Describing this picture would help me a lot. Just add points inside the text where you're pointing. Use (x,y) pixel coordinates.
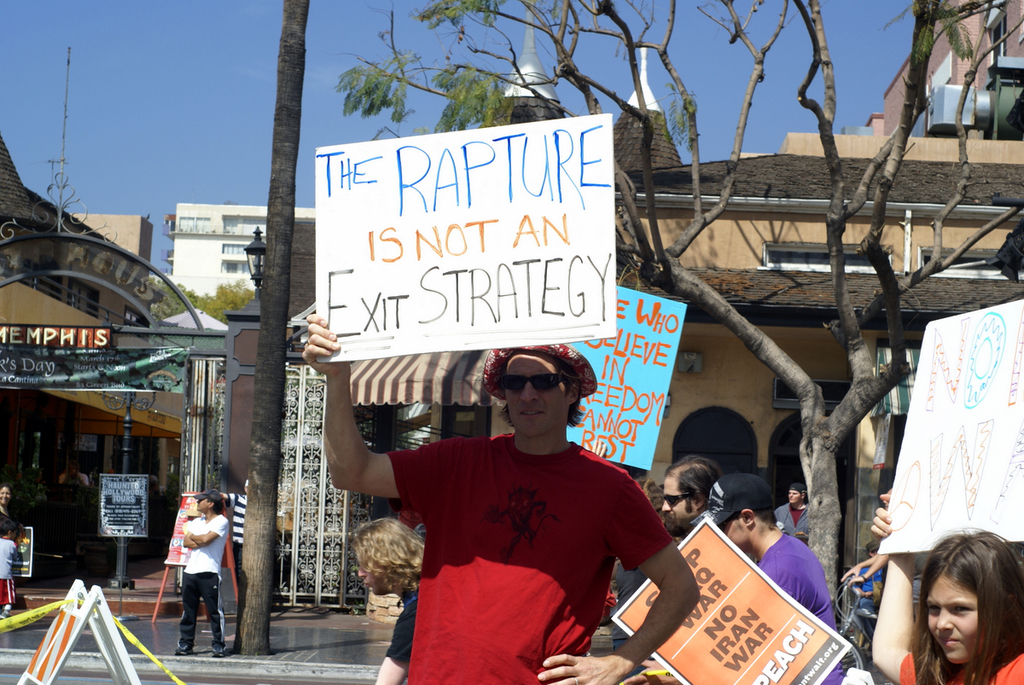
In the image there is a building (75,341) and in front of the building (307,226) there are a group of people (596,602) on the right side (804,602), they are holding some posters (452,234) with their hands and protesting against something. Behind them there are trees (823,440).
